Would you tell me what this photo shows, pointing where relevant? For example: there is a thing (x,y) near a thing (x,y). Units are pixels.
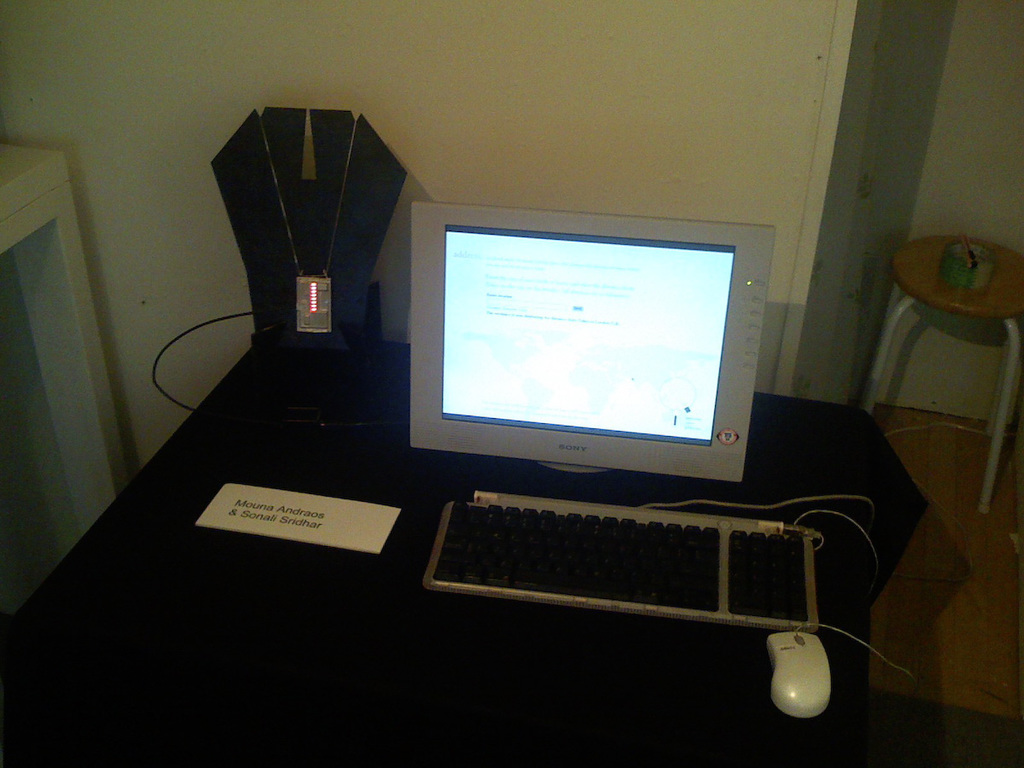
In this picture we can see table (752,462) on table (216,461) we have key board (692,581), mouse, monitor (531,417), name card (330,500) and aside to that table (257,387) on table (917,268) tape (985,276) and in background (464,89) we can see wall (553,111).
